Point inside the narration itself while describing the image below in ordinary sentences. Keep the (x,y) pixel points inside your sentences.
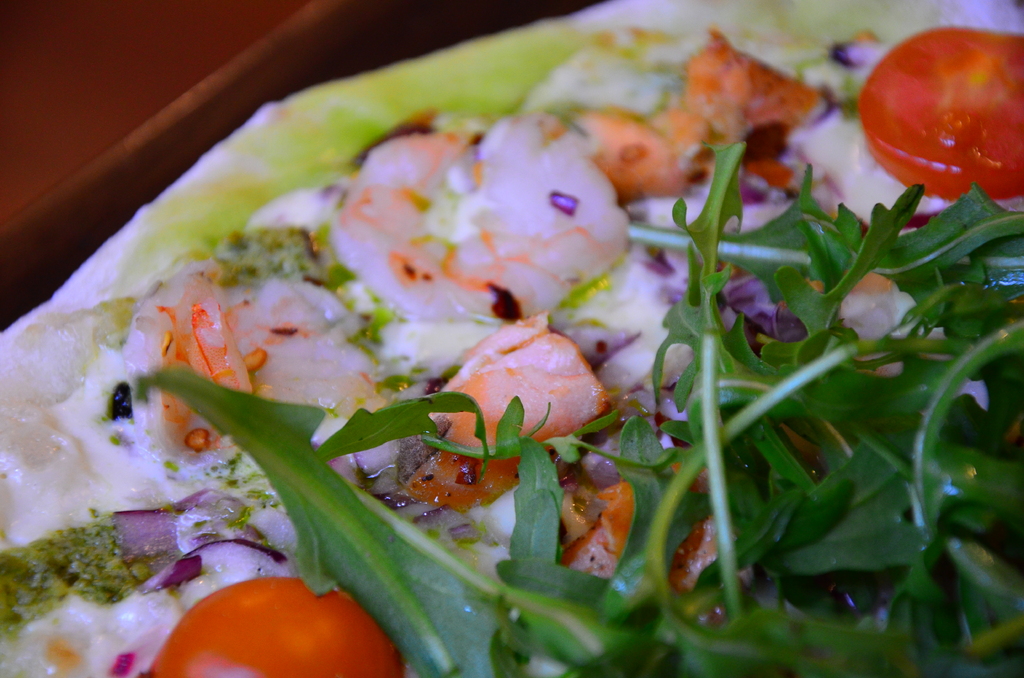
There are food items (635,359).
